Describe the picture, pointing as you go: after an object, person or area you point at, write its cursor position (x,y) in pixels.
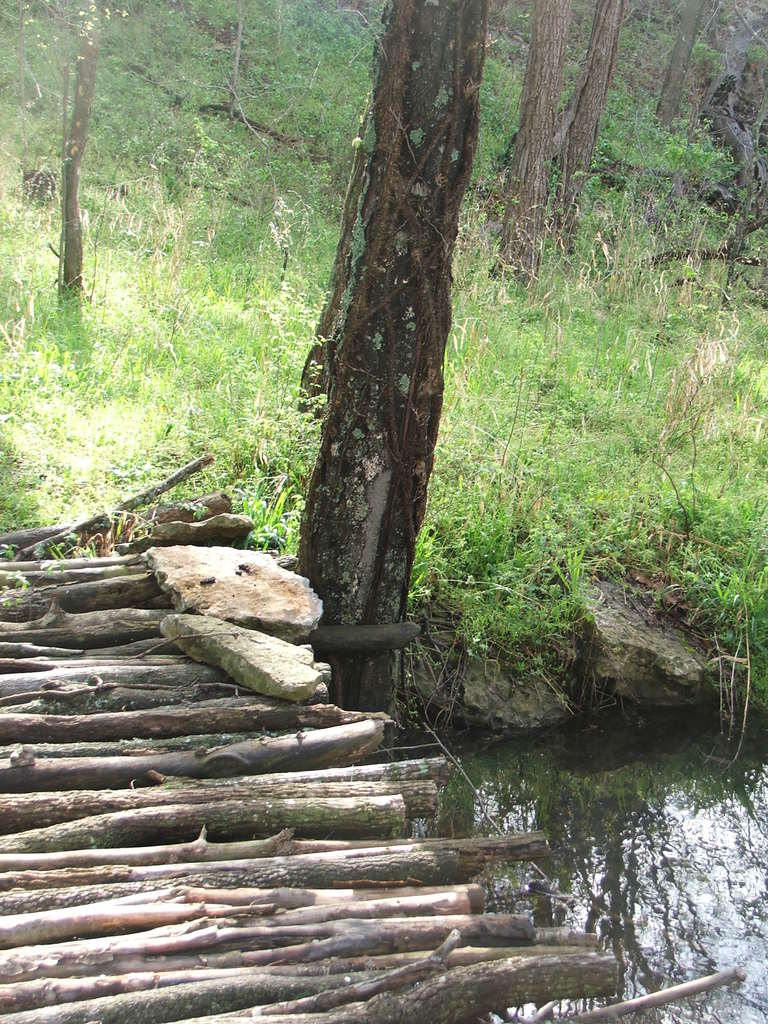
In this image I can see a wood bridge (292,915), stones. In the background (436,363) I can see grass (486,363), trees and water (636,738). This image is taken may be in the forest (576,234).
